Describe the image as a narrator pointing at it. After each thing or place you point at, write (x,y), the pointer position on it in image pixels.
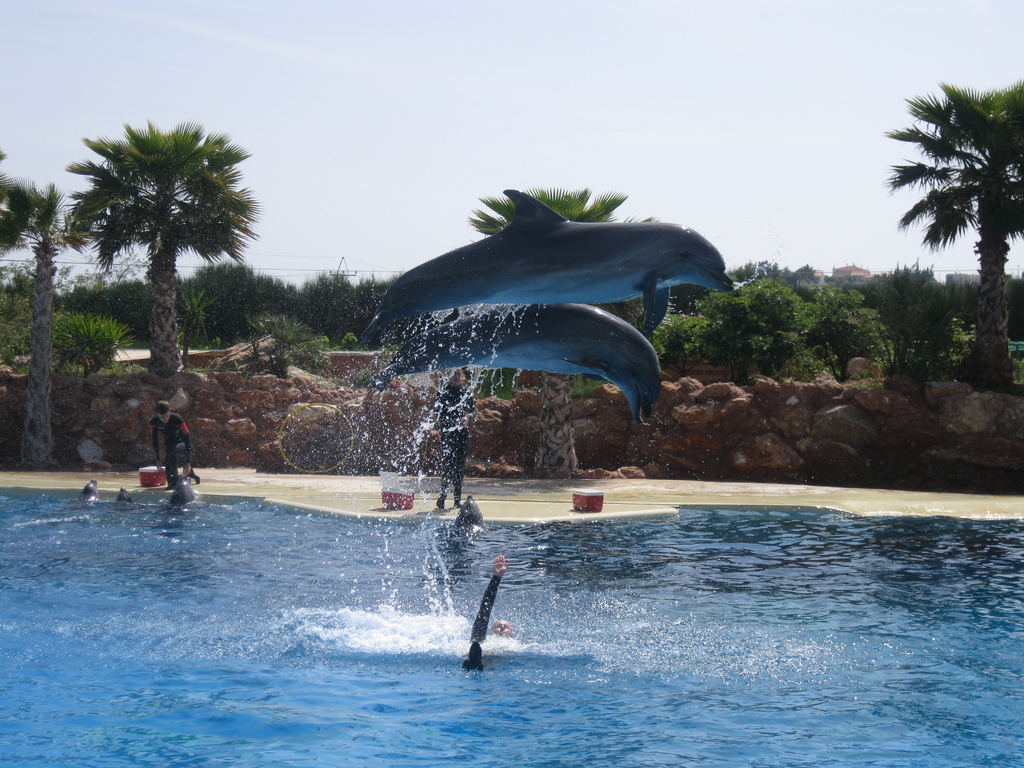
In this image I can see the water (237,650), a person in the water (543,648), two dolphins (479,349) which are blue and black in color. In the background (183,463) I can see few other persons (161,431) standing, few dolphins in the water (891,654), a rock wall (765,390), few trees (964,307), few buildings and the sky (490,124).
